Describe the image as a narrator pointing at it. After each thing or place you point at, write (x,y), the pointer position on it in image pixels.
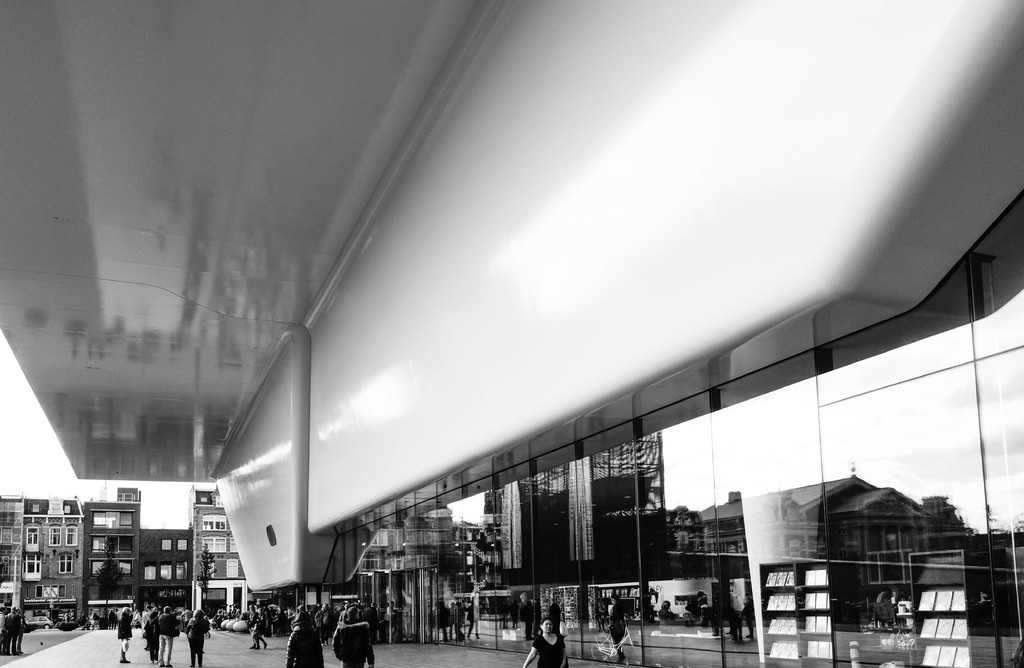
In the picture i can see some group of persons (166,652) walking through the floor (278,662), on right side of the picture (787,534) there is a building (500,488) which has glass doors (420,580), in the background of the image (153,546) there are some trees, buildings (148,551) and there is clear sky (40,475).
